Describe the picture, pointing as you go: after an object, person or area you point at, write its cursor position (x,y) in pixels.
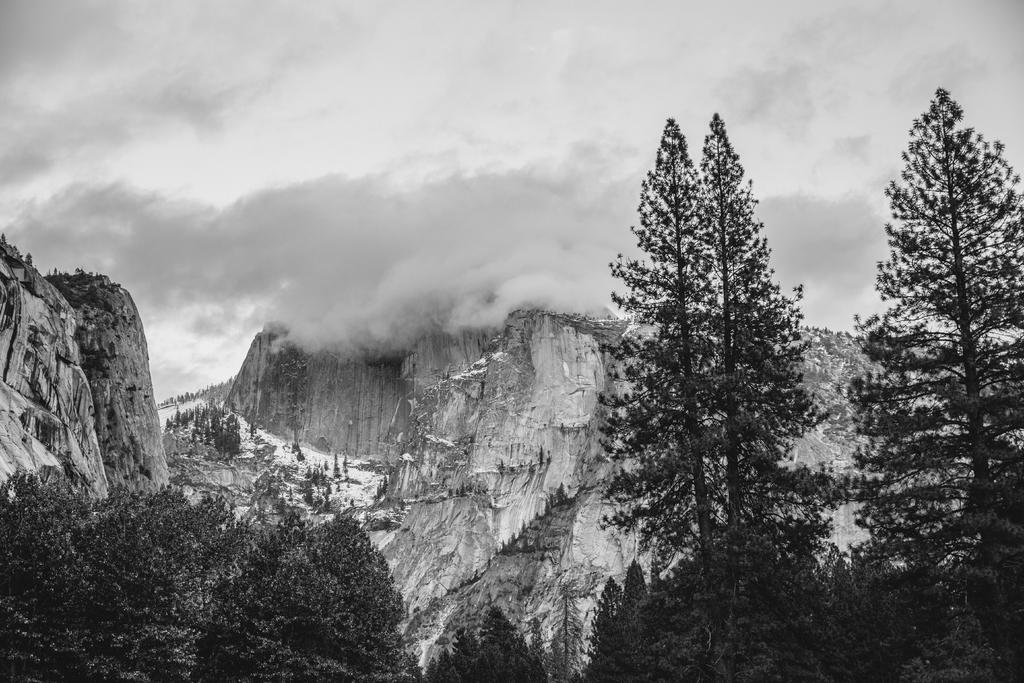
In this image there are trees (38,549) in the foreground (943,556). There are mountains (586,557) with smoke (777,212) in the background (260,508). And there is a sky (361,13) at the top (402,216).
